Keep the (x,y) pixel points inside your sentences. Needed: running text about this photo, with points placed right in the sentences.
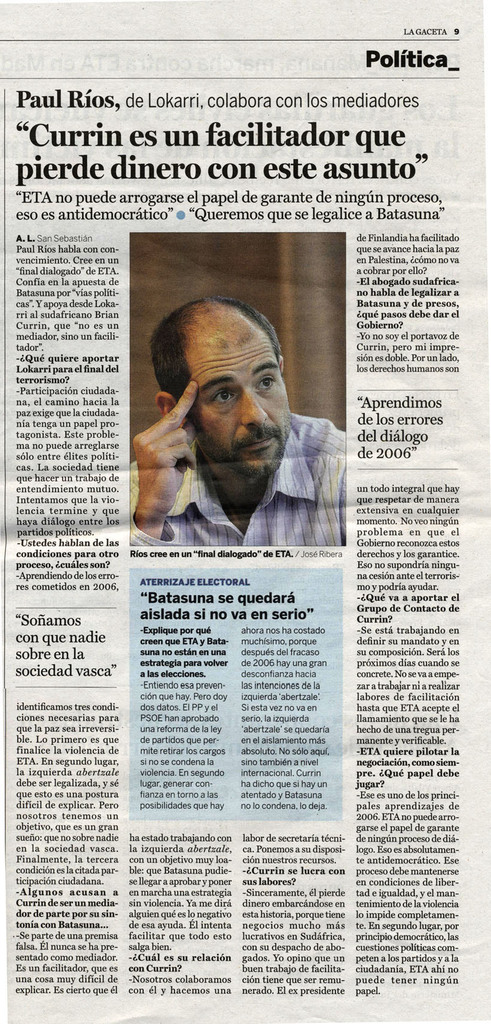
In this image we can see a paper (252,417) with the text (264,672) and also the person image (269,418).
